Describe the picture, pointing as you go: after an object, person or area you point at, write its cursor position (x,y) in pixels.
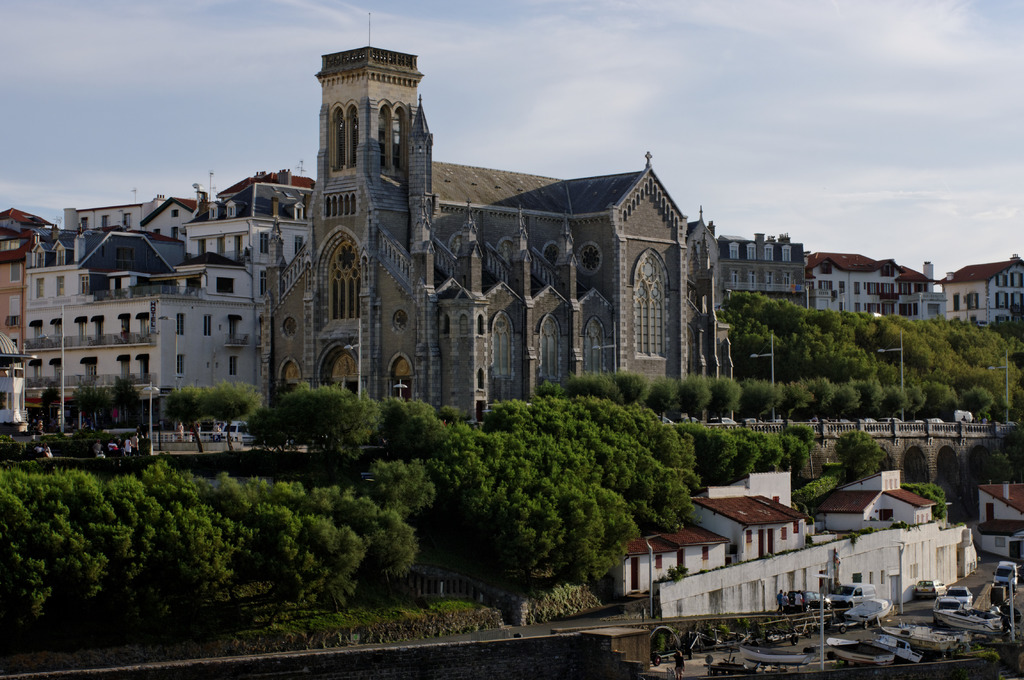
In this image I can see few vehicles (960,593) on the road (819,631), background (542,448) I can see trees (346,533) in green color, few buildings (645,375) and sky (786,78) in white and blue color.
